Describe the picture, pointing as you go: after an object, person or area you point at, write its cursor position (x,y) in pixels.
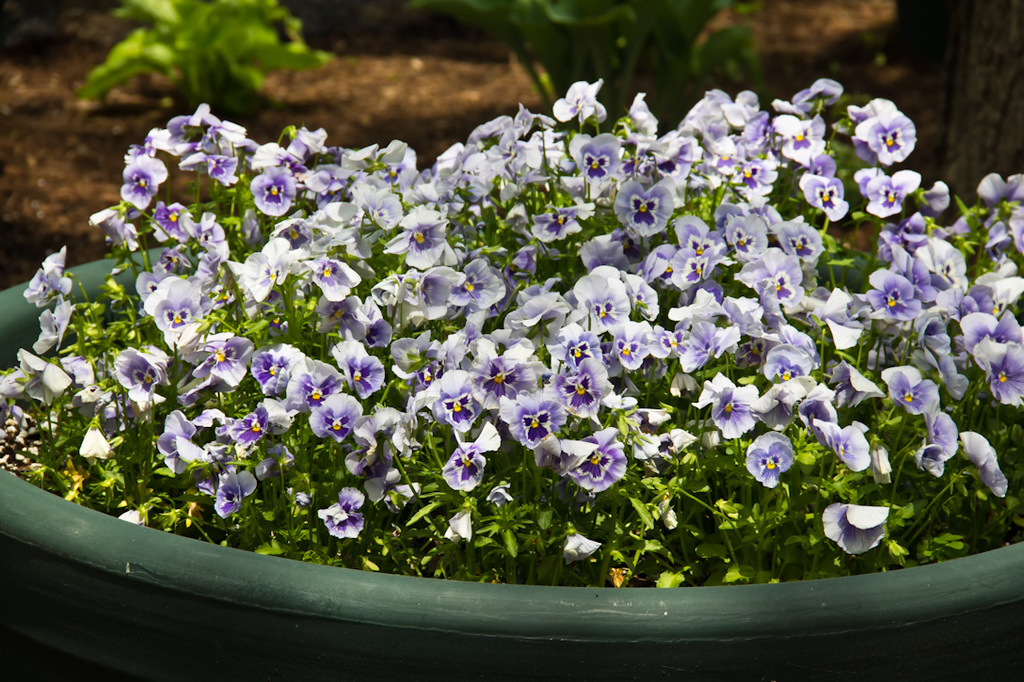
In this picture we can see a flower pot (403,593) and a group of flowers (558,469) and in the background (633,19) we can see plants (584,3) on the ground (263,101).
